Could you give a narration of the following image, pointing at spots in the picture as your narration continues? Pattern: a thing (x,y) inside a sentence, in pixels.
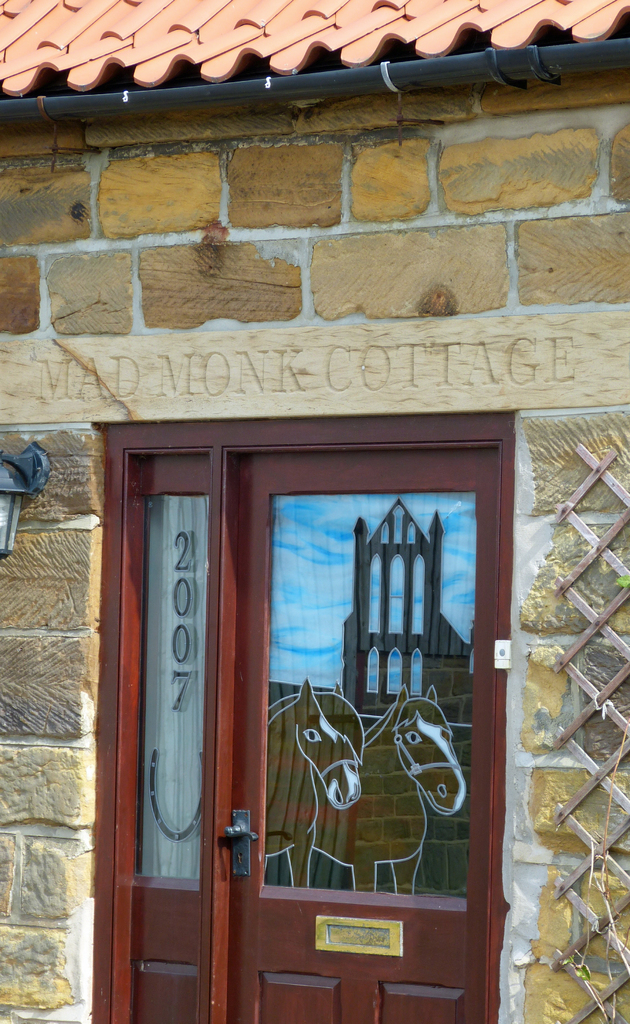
In this image we can see a door (341,842) with glasses (371,816). On the right (570,474) and left side of the image (62,329) there is the wall (531,374). At the top of the image (307,72) there is a roof (284,61), iron object (52,107) and a wall (354,107).
